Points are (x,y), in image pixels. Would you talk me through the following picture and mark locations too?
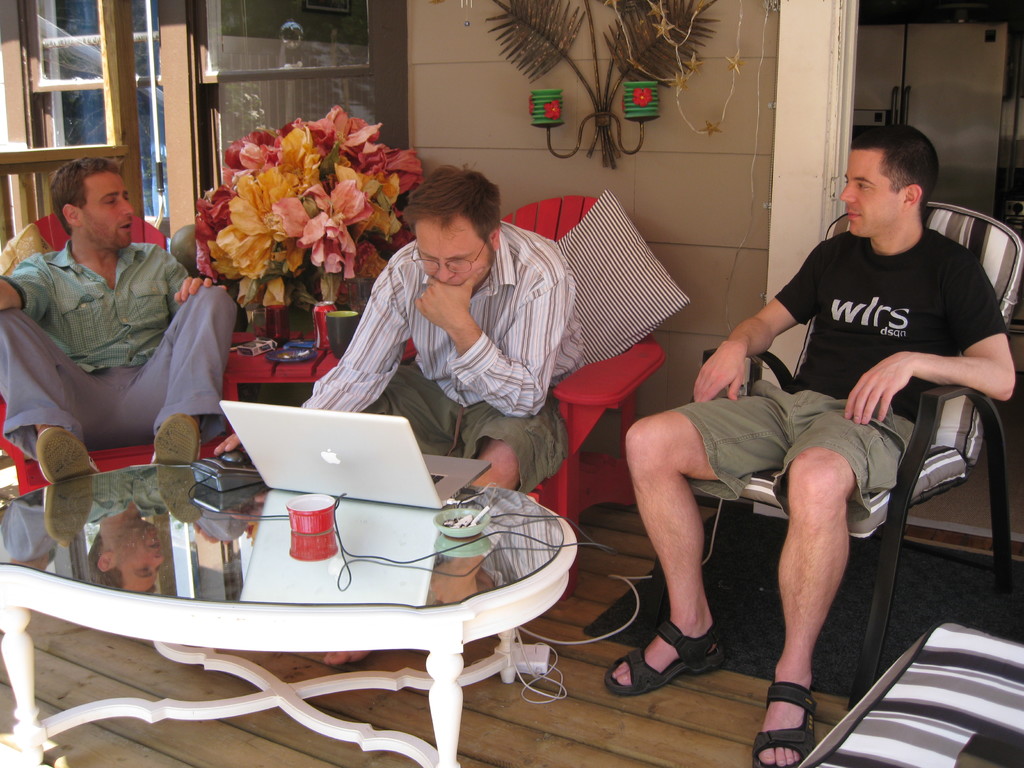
On the background (732,185) we can see wall (616,184), windows (88,93). Here we can see three men (486,332) sitting on chairs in front of a table (396,513) and on the table (374,521) we can see cup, laptop (365,482). Near to this man (488,325) we can see a flower vase (314,230).
